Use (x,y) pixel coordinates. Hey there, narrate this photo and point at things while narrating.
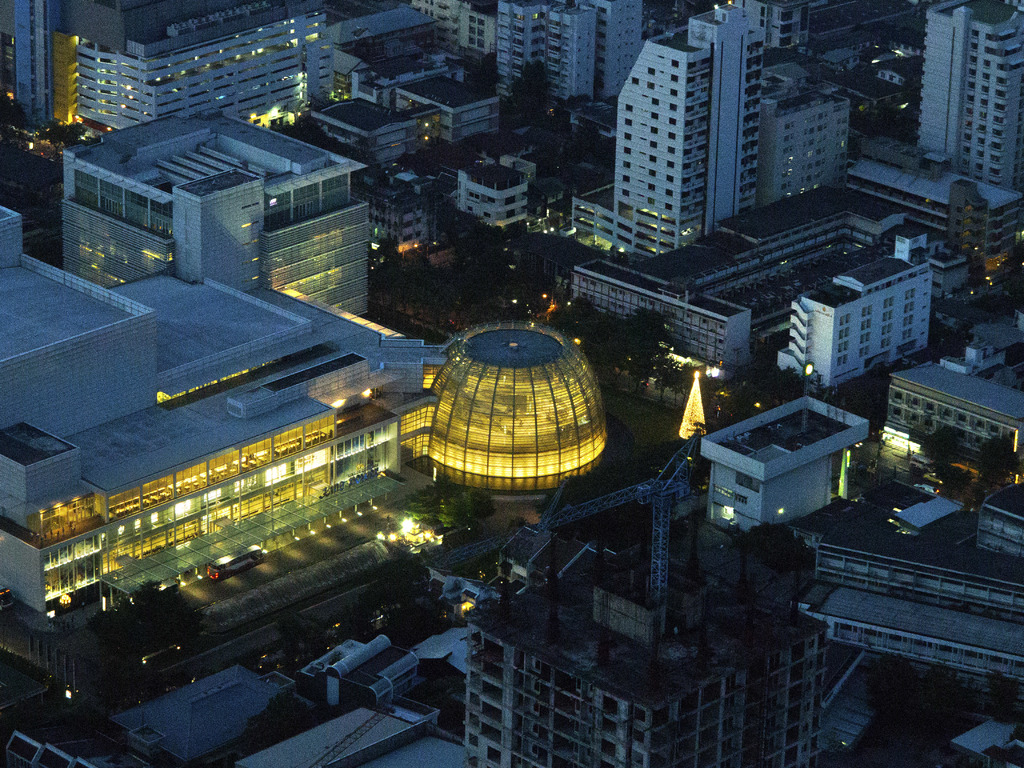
In this image, I can see the buildings (297,41) and houses (789,229) with the lights (543,298). I think these are the trees (533,278). This looks like a vehicle (241,568). I can see a tower crane (689,459), which is at the top of a building (579,564).
